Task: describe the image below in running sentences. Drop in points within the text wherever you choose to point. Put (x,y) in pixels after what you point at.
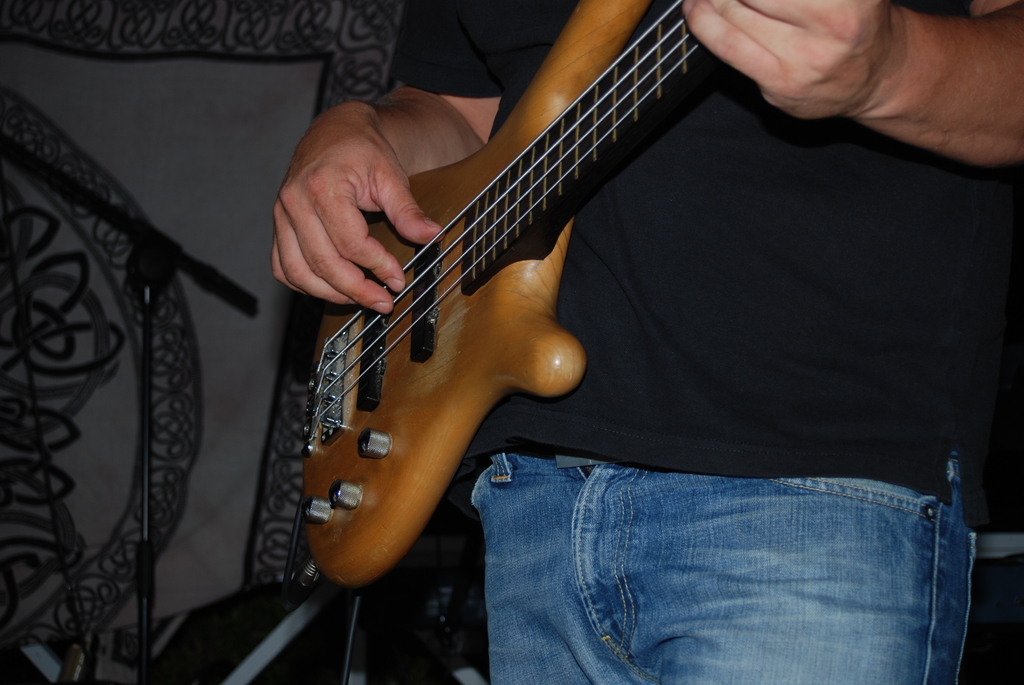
Person (732,339) is playing guitar (472,351).
